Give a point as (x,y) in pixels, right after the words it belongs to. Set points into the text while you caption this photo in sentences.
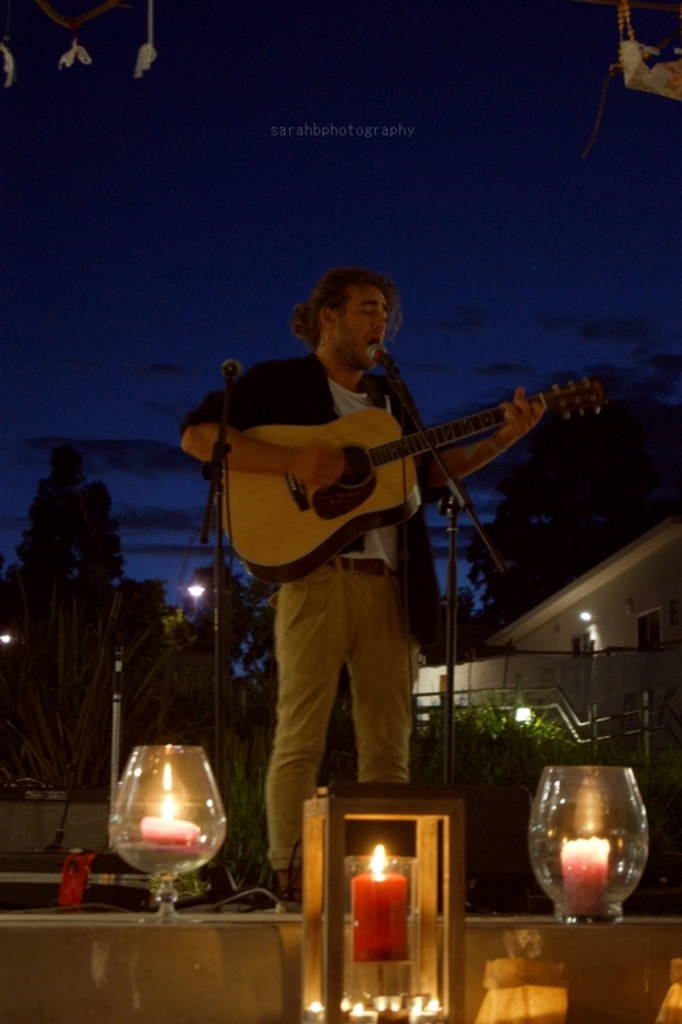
Here we can see a man (334,584) standing and playing a guitar (348,447) and singing a song with microphones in front of him, in front of him we can see candles (170,802) present and behind him we can see trees (87,490) and a house (581,677) on the right side (601,652).
